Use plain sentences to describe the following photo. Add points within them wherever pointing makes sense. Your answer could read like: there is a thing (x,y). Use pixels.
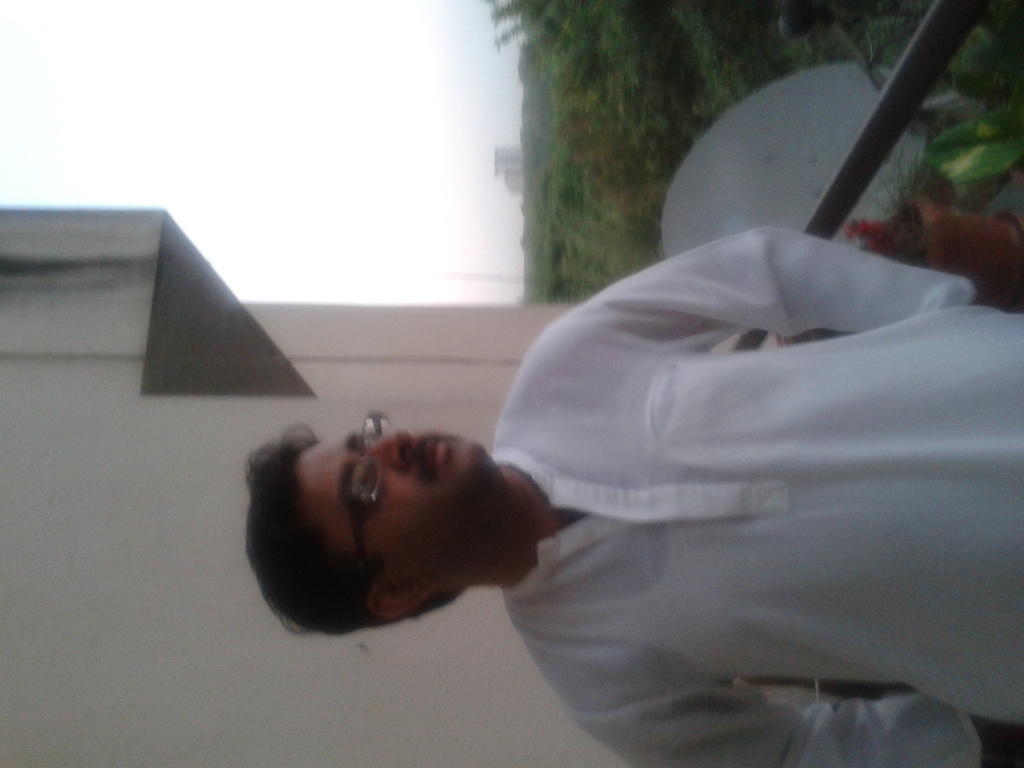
In the picture we can see a man (893,505) standing and beside the railing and behind him we can see the wall (106,232) and beside it, we can see the grass surface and far away from it we can see the building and the sky (506,205).
